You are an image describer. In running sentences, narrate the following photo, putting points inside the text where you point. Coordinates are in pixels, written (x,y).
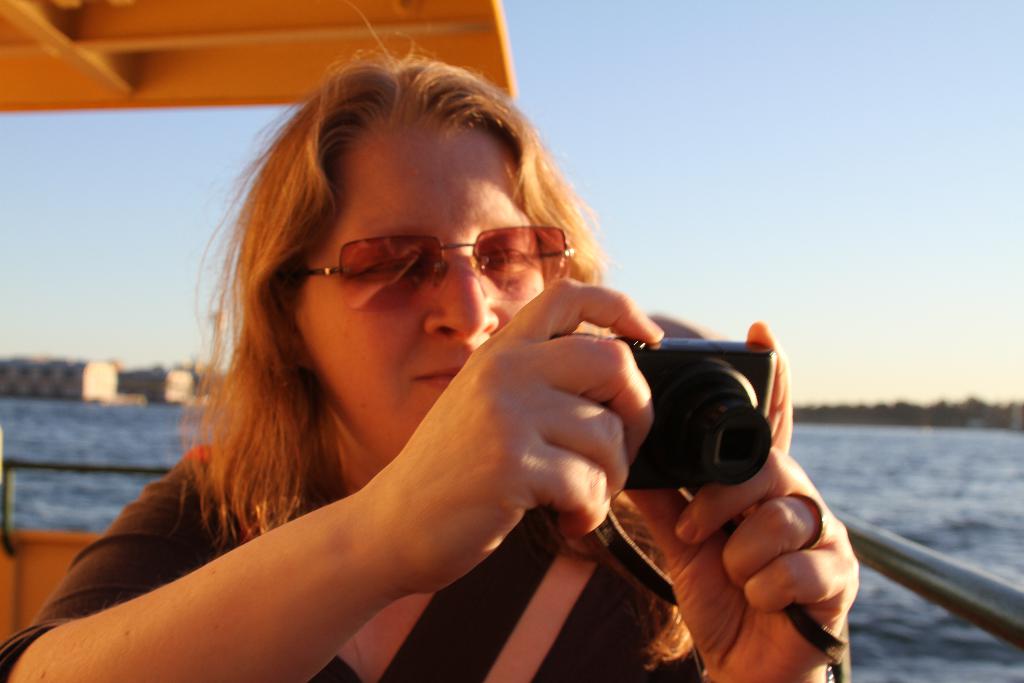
In this image in the middle (375,356) there is a woman (342,463) her hair (276,345) is long, she holds a camera (664,420). In the background (744,330) there is a water (884,462) and sky (749,150).
